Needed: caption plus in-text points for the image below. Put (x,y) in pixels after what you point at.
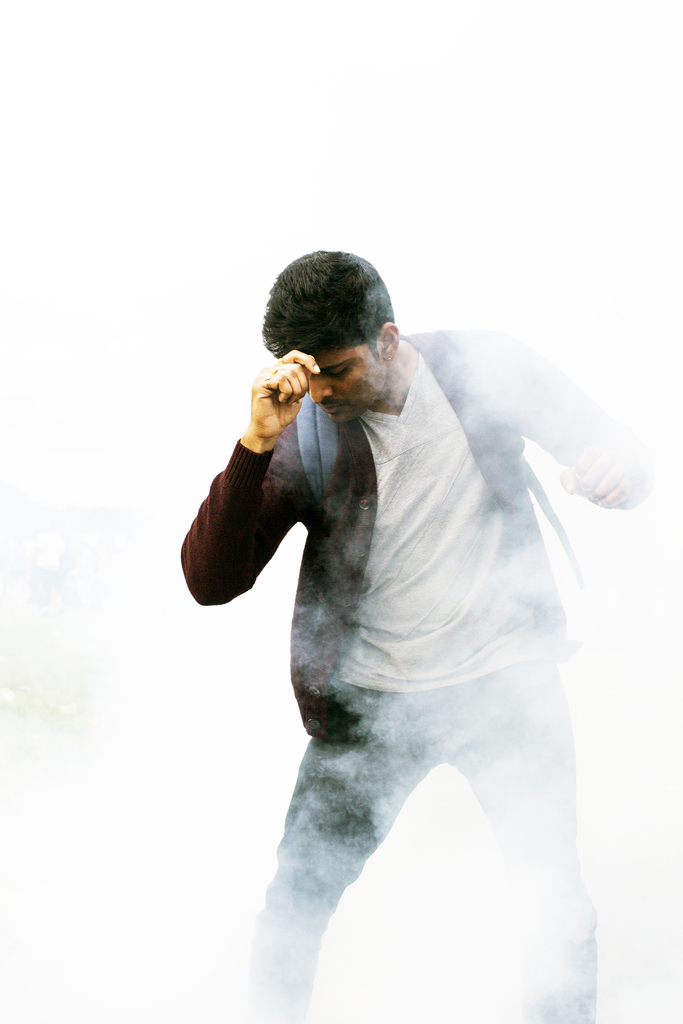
In this image we can see a person (403,580) wearing a bag (320,483). We can also see the smoke (291,735) in this image.
